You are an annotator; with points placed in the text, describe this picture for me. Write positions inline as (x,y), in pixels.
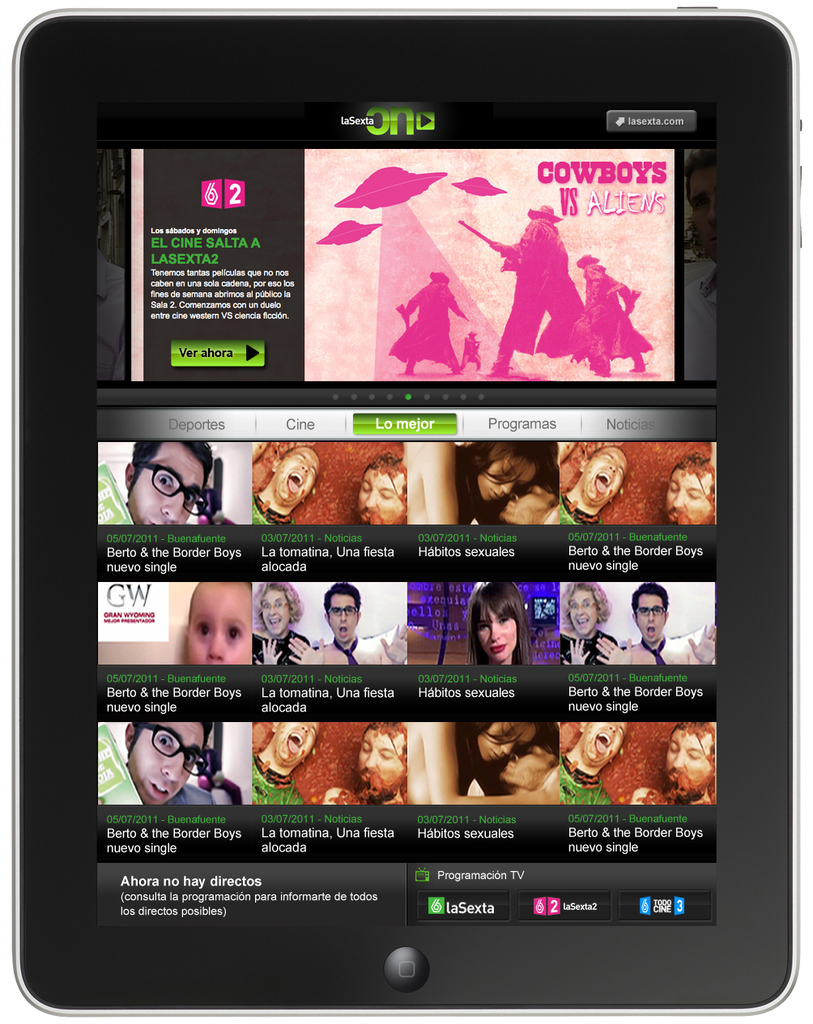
In this image there is an electronic device (272,669) and in the device (361,507) we could see some text (318,677), persons (203,606) and animation (477,361) of some people (633,320).
